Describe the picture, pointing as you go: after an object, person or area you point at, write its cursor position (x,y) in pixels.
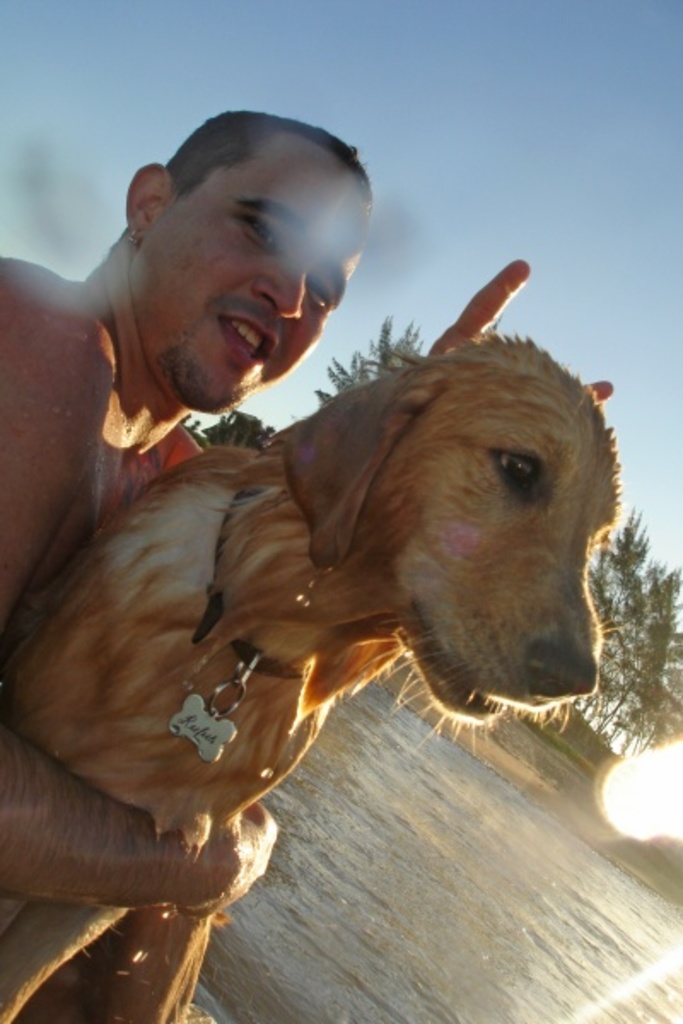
In this image I can see a person (36,430) and the dog (256,489) and this person (138,440) is holding the dog (56,933). The dog (155,704) is having the belt (249,666) and the key chain (197,741) is attached to the belt (278,672). In the background (504,187) there are trees (656,648), water (434,922) and the sky (343,89).
